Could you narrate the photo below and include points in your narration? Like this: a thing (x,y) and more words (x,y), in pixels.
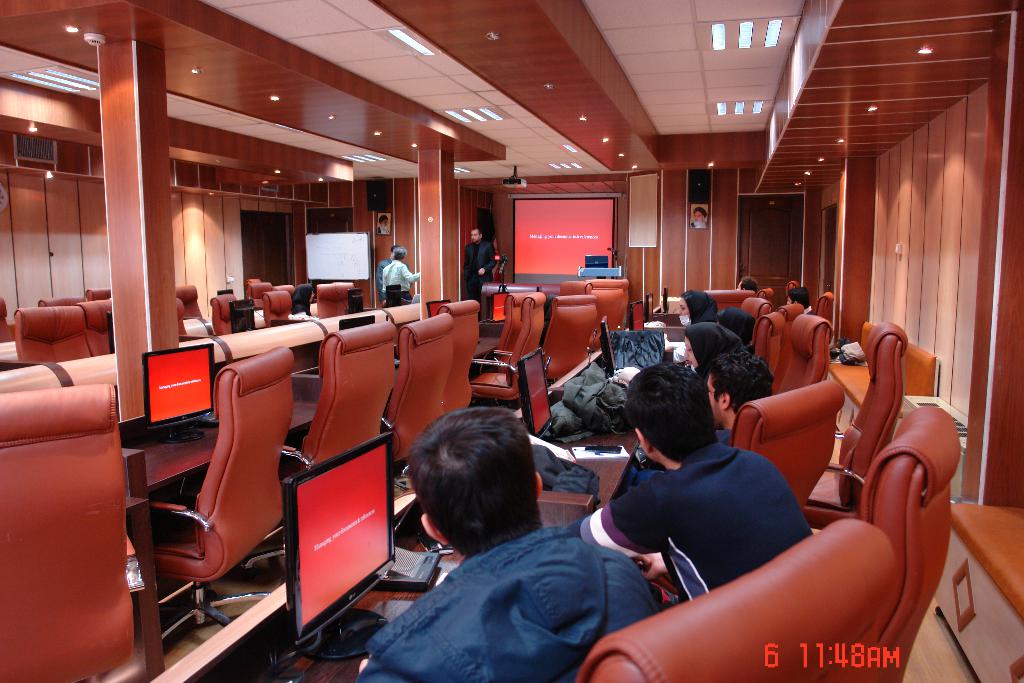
In this picture I can see a group of people (634,415) are sitting on the chairs (763,661) and looking at the desktops (637,327). There is the time (820,653) at the bottom (830,650), in the middle (489,276) few persons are standing. At the top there are ceiling lights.
